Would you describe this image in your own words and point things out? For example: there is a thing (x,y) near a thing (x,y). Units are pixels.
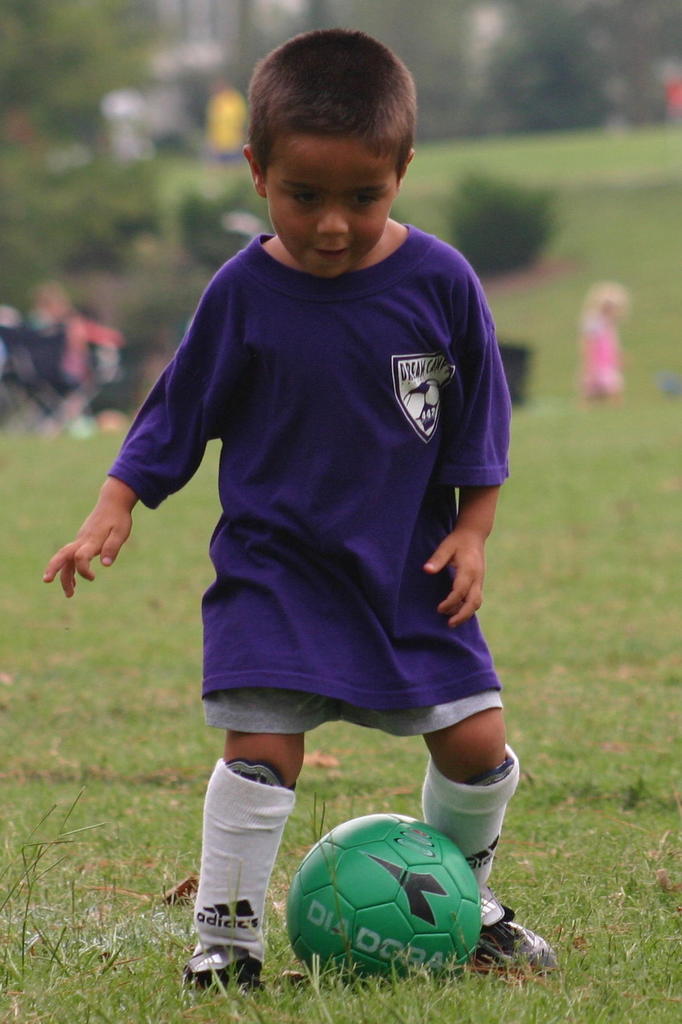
In this picture we can see a boy (433,248) who is playing with the ball (413,948). This is grass (598,607). And there are some trees (502,53).
